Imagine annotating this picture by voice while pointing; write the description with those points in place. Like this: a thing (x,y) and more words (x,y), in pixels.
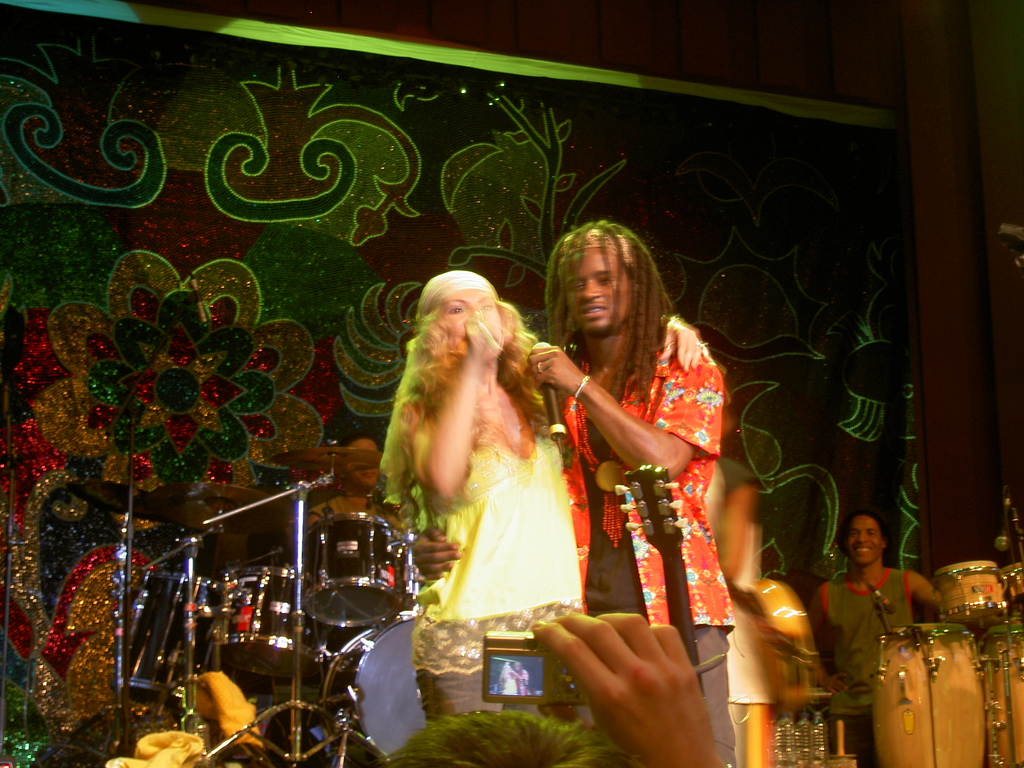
In this image there is a man (559,324) standing and holding a microphone (548,355), another woman (456,337) standing beside him and at back ground (330,572) there are drums (275,601), congas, group of people (744,597) standing, a cloth (3,448) and a camera (581,662).
